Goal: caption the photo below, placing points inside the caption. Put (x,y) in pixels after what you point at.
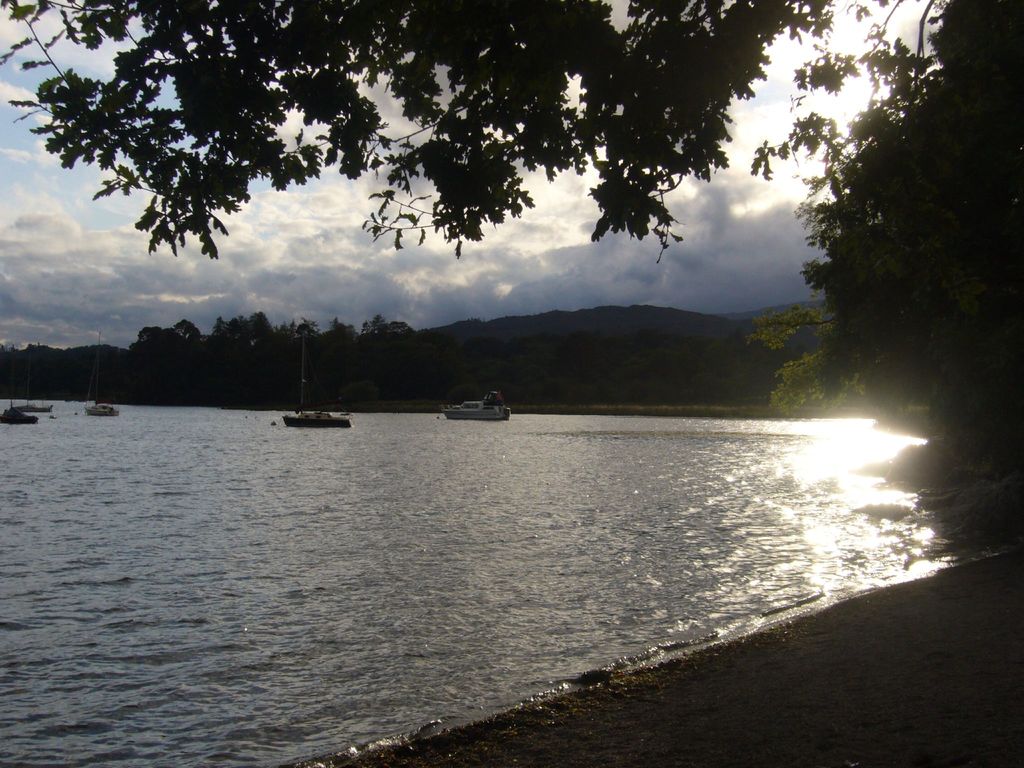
In this picture we can see the boats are present on the water (584,516). In the background of the image (479,329) we can see the hills (661,306) and trees (868,392). On the right side of the image (924,546) we can see the sun rays (849,471) are present on the water (817,470). At the bottom of the image (822,690) we can see the ground (643,726). At the top of the image (427,250) we can see the clouds (290,216) are present in the sky (36,295).
